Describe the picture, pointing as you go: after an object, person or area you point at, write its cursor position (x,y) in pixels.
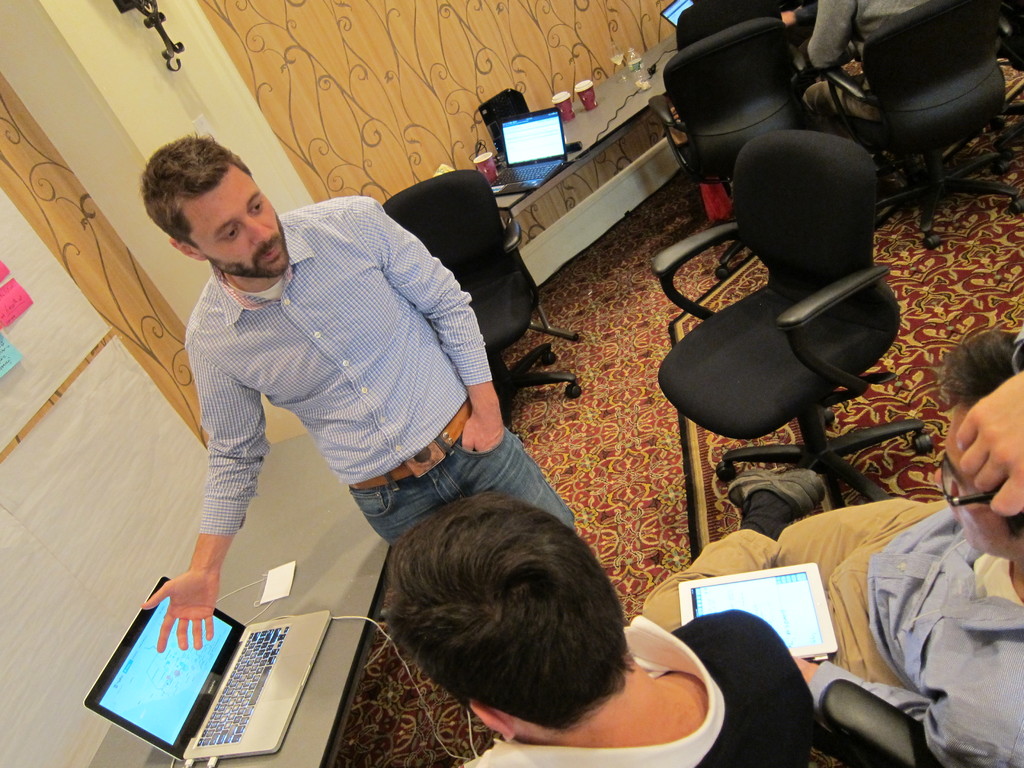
In this picture we can see a man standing on the floor (649,540). These are the laptops (126,687) on the table (593,116). And here we can see two persons (683,758) sitting on the chairs (836,689). And this is the wall (107,101).
